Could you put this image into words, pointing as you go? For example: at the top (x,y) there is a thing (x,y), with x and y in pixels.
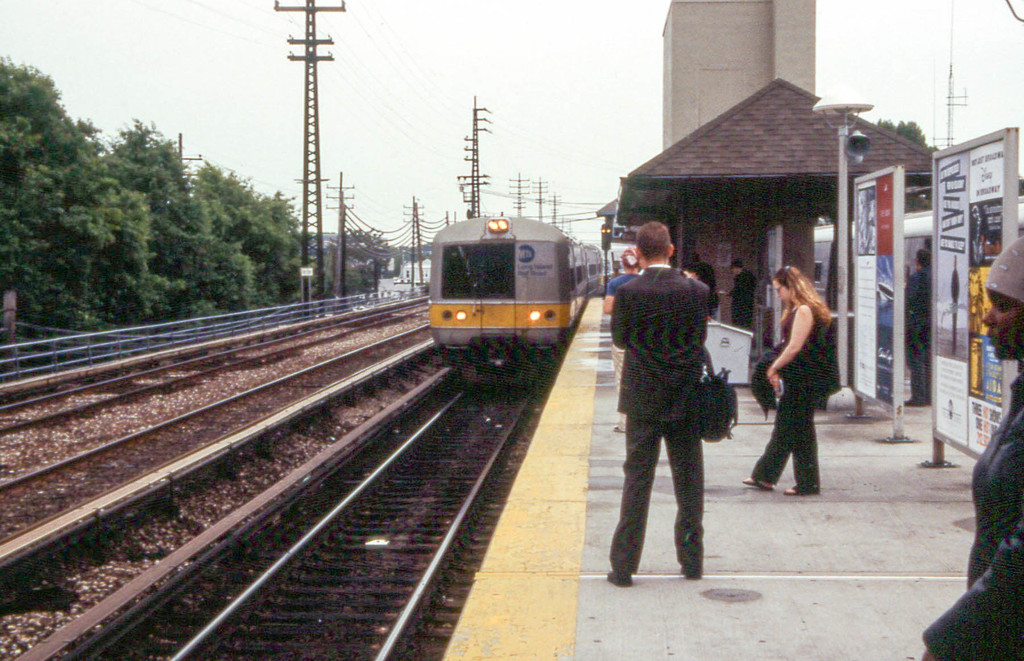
In this image we can see people (698,297) standing on the platform (722,473), locomotive (585,274) on the track (423,499), empty tracks (240,353), electric poles (319,147), electric cable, trees (198,231), shed (758,191), advertisement boards (893,230), tower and sky (449,45).
